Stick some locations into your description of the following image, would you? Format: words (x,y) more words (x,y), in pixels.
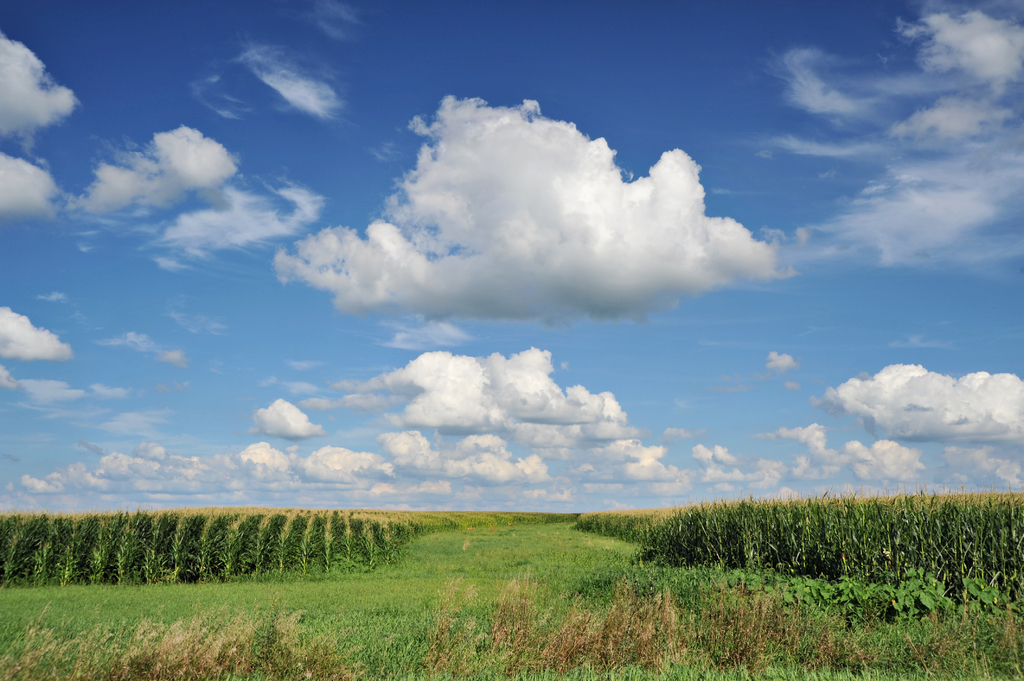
There is grass (514,551) and there are plants (705,529) on the ground (431,559). In the background (944,397), there are clouds (517,137) in the blue sky (409,94).
